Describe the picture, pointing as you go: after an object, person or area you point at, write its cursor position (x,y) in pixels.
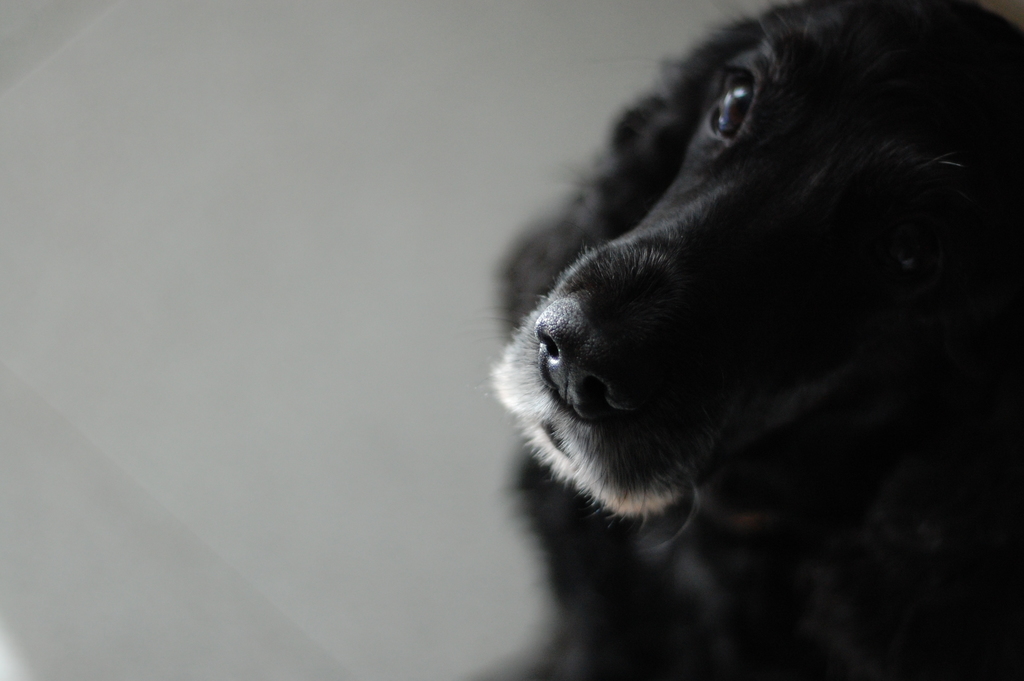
In this image, we can see a dog (685,298) and the background (179,318) is in white color.
